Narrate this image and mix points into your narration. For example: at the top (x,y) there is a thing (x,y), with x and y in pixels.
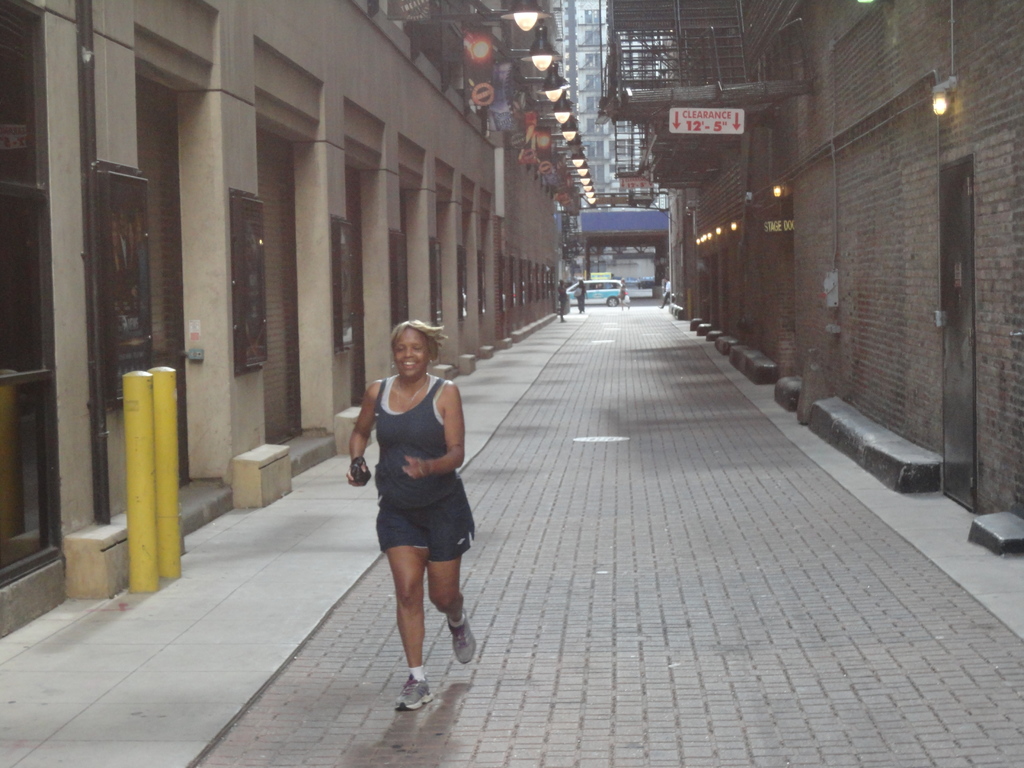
In this image a woman (448,613) wearing a shoes (470,654) is running on the road (564,563). There are two poles (150,588) on the pavement (22,685). On both side of image there are few buildings (178,336) having few lights (533,54) attached to the walls (788,273) of building (753,286). There is a car (606,300) on the road (634,305). Few persons (623,304) are walking on pavement (485,415). Behind there is a building (595,189).
